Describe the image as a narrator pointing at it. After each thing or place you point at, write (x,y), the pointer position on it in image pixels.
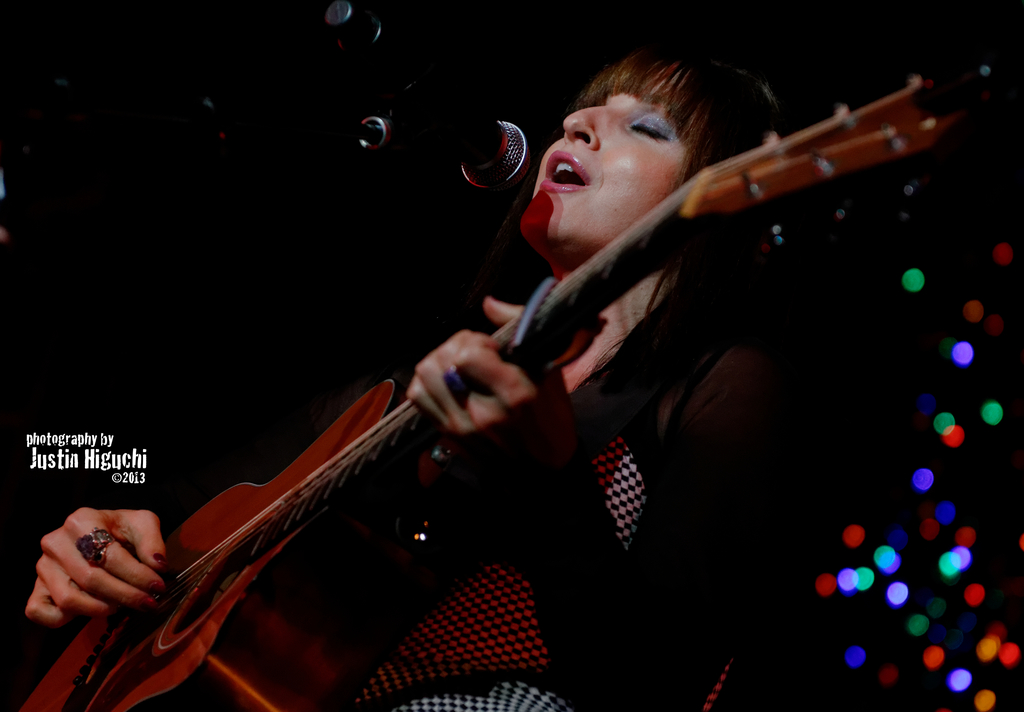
In a picture a woman (557,413) is singing and playing a guitar (311,527) and she is wearing a black dress (637,479), in front of her there is a microphone (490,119) and behind her there is a dark background (865,393).
